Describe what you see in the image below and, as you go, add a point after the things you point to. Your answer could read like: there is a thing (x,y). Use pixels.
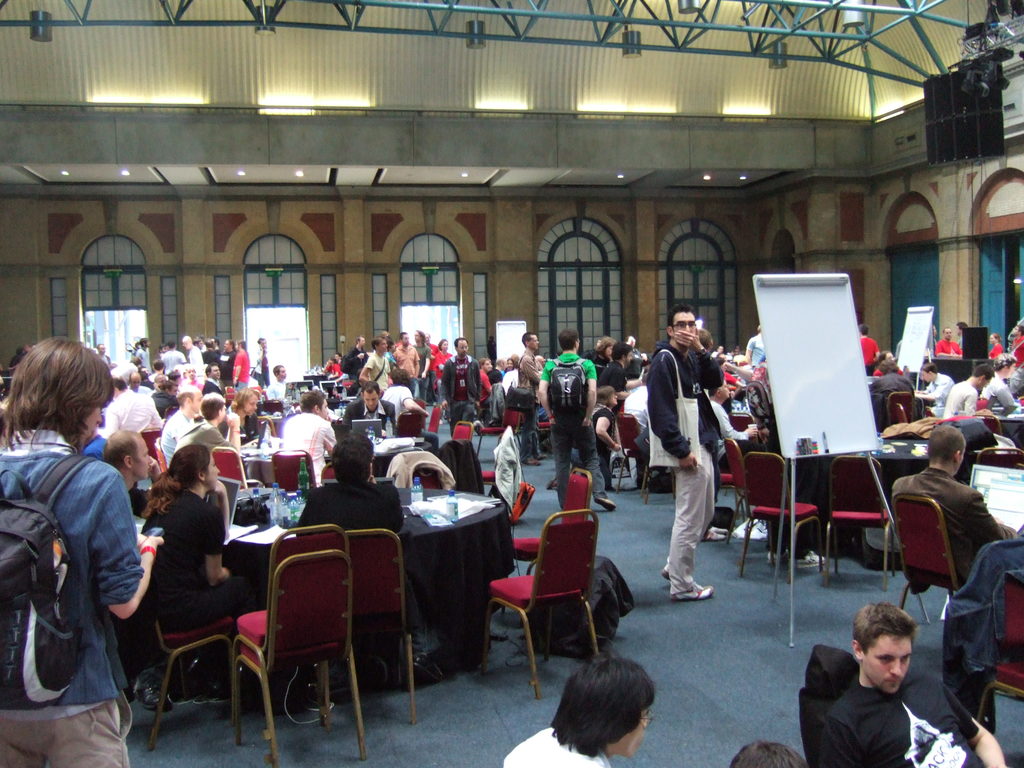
In the middle (679,498) a man (711,440) is standing and here a group of people (195,575) are sitting around the chairs (507,592).
